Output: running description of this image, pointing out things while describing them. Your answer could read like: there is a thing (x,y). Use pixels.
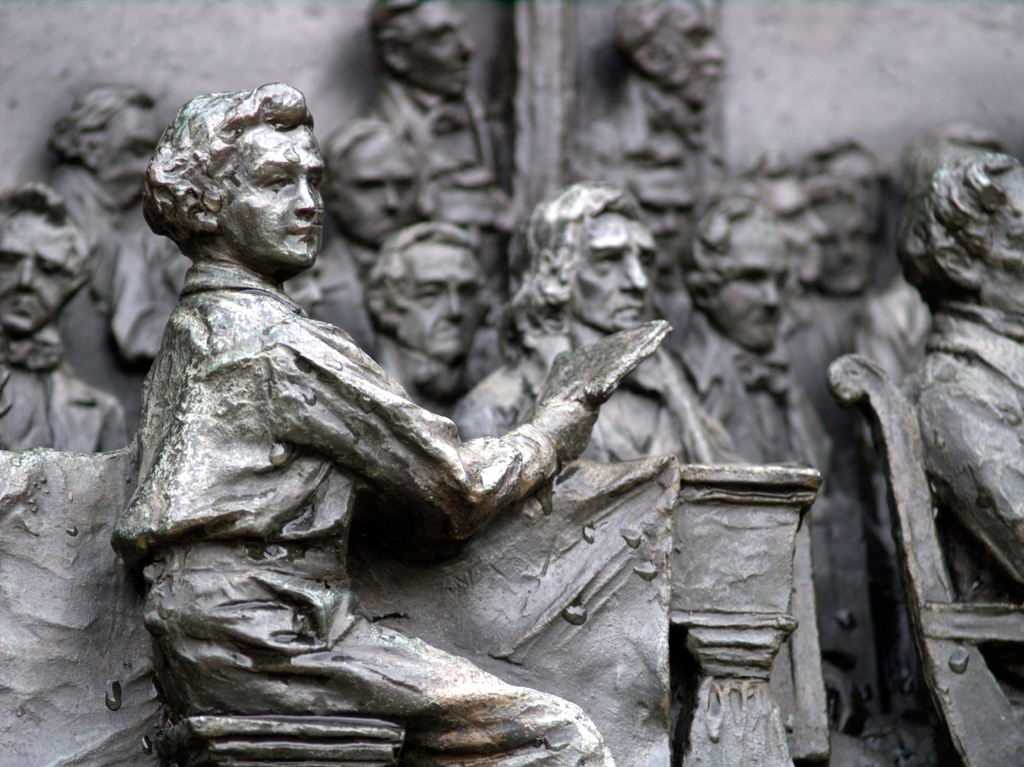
In this image we can see the sculptures (622,398) of many people (413,477), a chair (970,674) and few other objects (804,635).
